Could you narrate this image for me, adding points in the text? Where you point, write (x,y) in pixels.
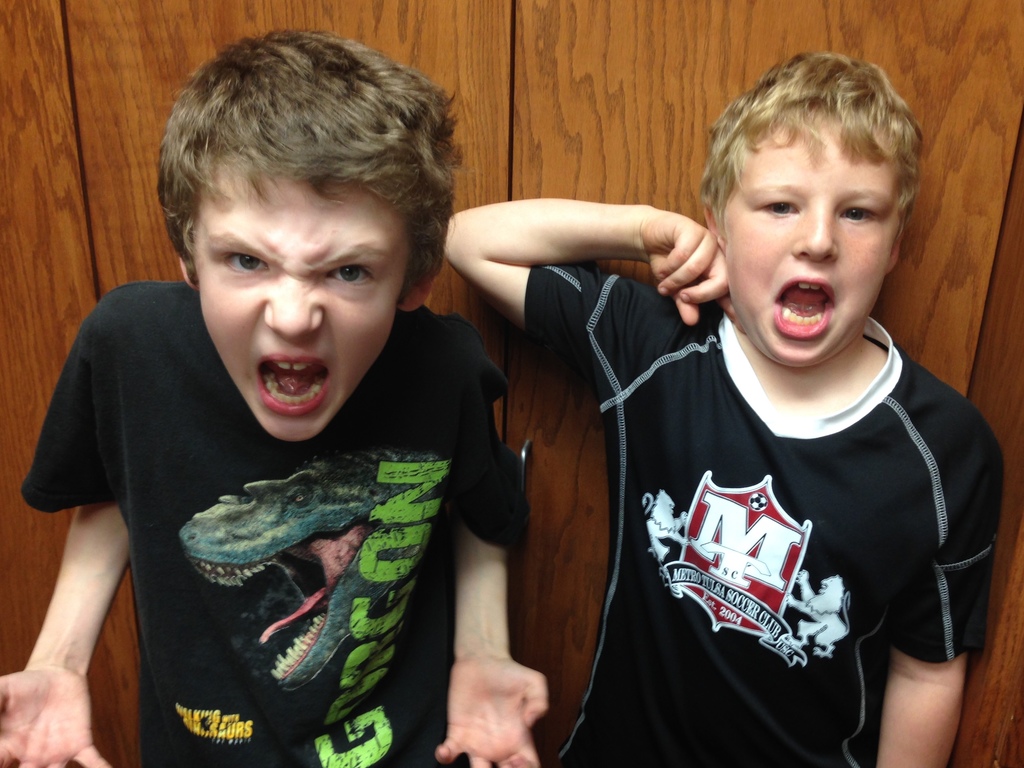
In this picture we can see two boys (855,284) wearing black t-shirts (425,524). This is a brown backdrop (648,56).
